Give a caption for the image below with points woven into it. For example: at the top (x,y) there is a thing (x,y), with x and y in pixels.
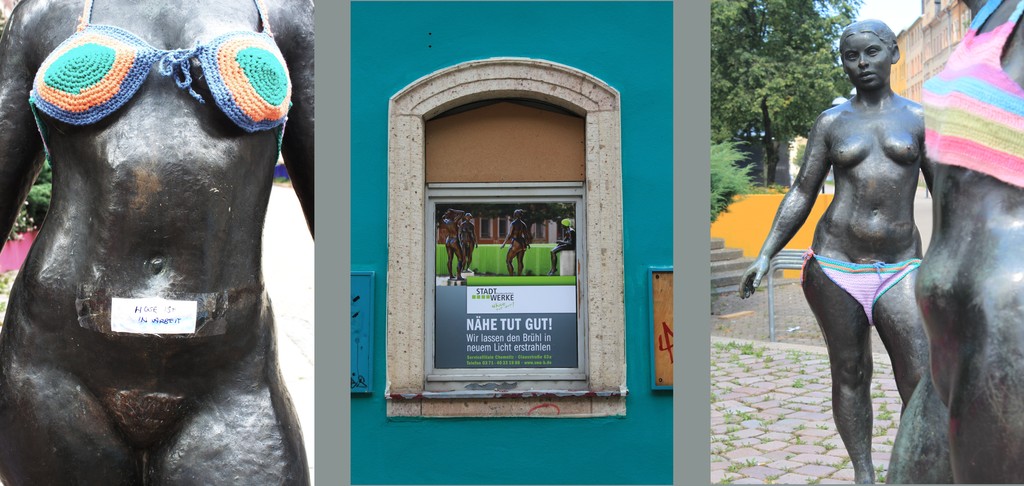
In this image I can see few people statues (935,243). In front (484,277) I can see the board (479,260) in which I can see the poster (480,230) attached to it. In the background (770,80) I can see few buildings (946,25), trees (813,67) in green color and the sky (878,15) is in white and blue color.
